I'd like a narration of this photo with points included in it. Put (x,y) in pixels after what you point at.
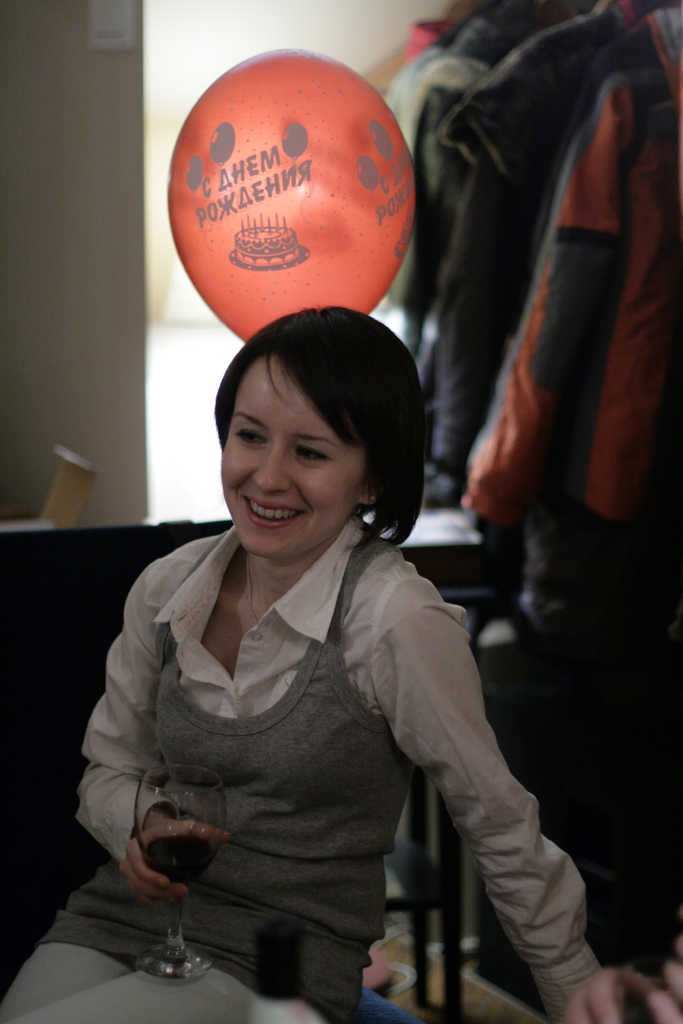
In this image in front (132,704) there is a person (278,740) wearing a smile on her face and she is holding a glass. Behind her there is a table (444,522). There are dresses (501,170). In the background of the image (129,383) there is a wall (93,356).
